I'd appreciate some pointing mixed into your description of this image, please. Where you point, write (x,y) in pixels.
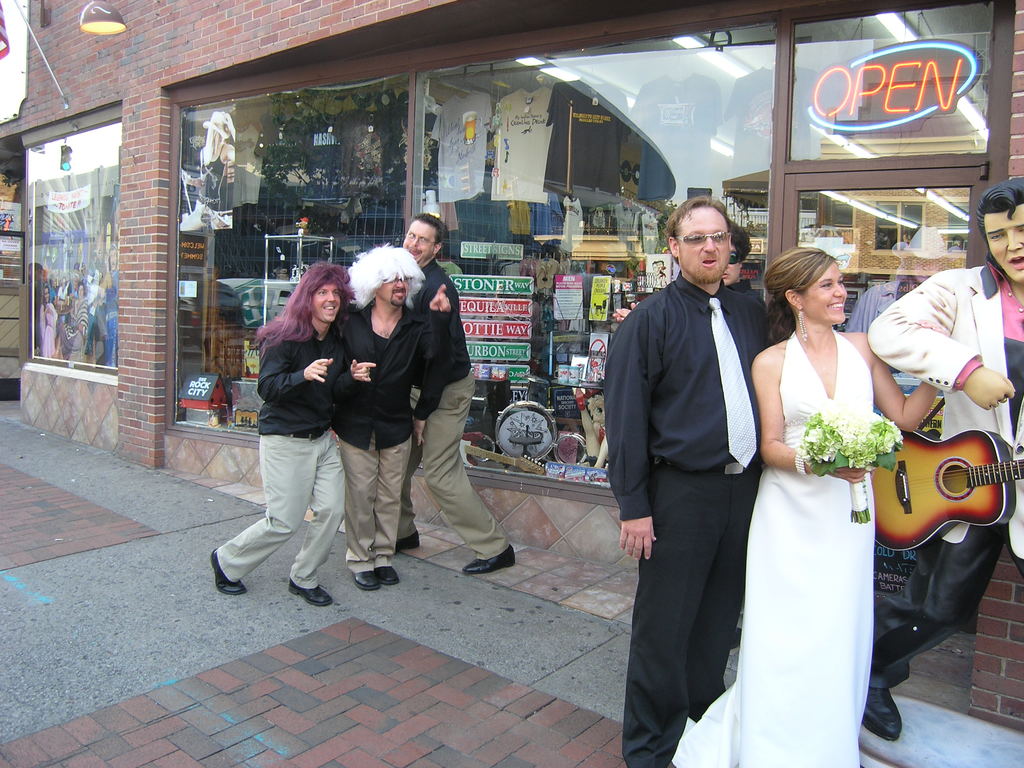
This picture is clicked outside a shop (343,250). In the middle of the picture (426,274), we see three men (429,424) standing and laughing. In front of them, we see a couple (770,483). The girl (800,481) in white dress (822,559) is holding flower bouquet (859,418) in her hand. Beside her, we see the statue (945,579) of a man (954,318) standing and holding guitar (976,496) in his hand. Behind them, we see a stall (603,158) and a building (121,254) which is made up of red bricks (374,14).
